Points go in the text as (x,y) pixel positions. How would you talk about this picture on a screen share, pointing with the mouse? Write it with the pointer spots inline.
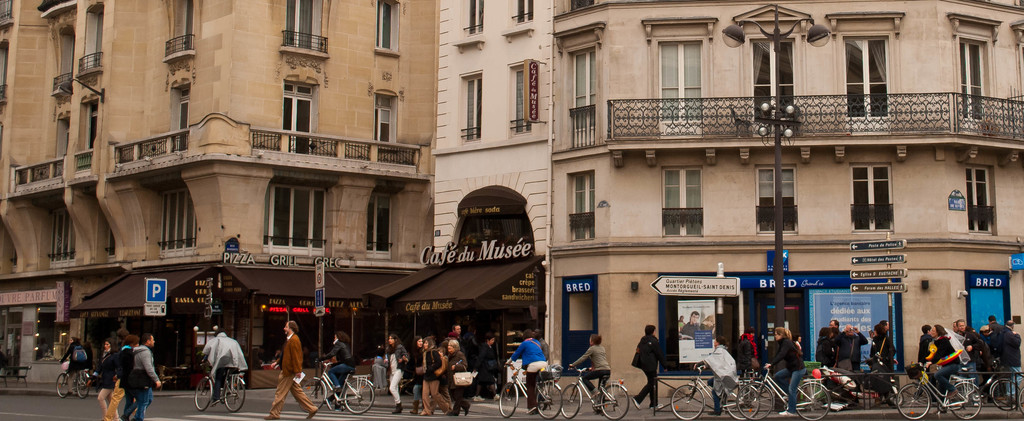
In this picture we can see some people (593,393) riding bicycles (617,383), there are some people (420,347) walking here, in the background (490,209) we can see buildings (452,72), there is a pole (781,121) and lights (731,32) here, we can see boards (875,280) here, there are some windows (667,63) of the buildings (699,99), we can see a hoarding (698,327) here.
